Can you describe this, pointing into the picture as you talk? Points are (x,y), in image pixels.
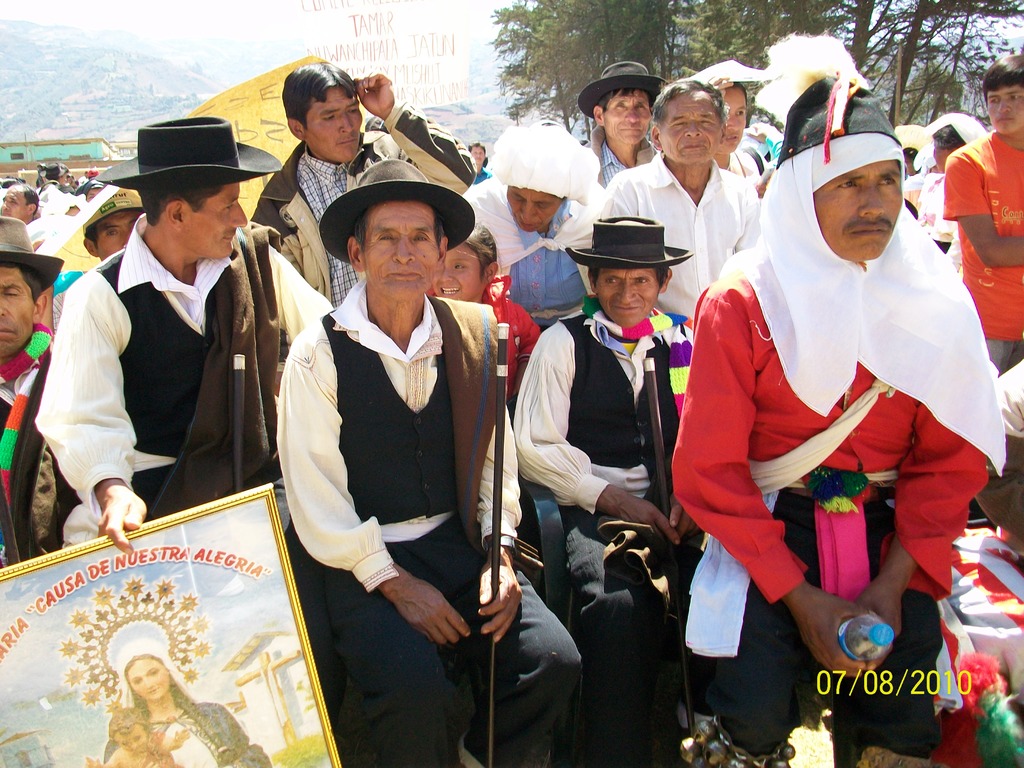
In this image there are people (686,328) sitting few are holding sticks (660,444) and banners (408,58) and a photo frame (246,626), in the bottom right (901,687) there is a date (876,690) and mountains (119,67).
